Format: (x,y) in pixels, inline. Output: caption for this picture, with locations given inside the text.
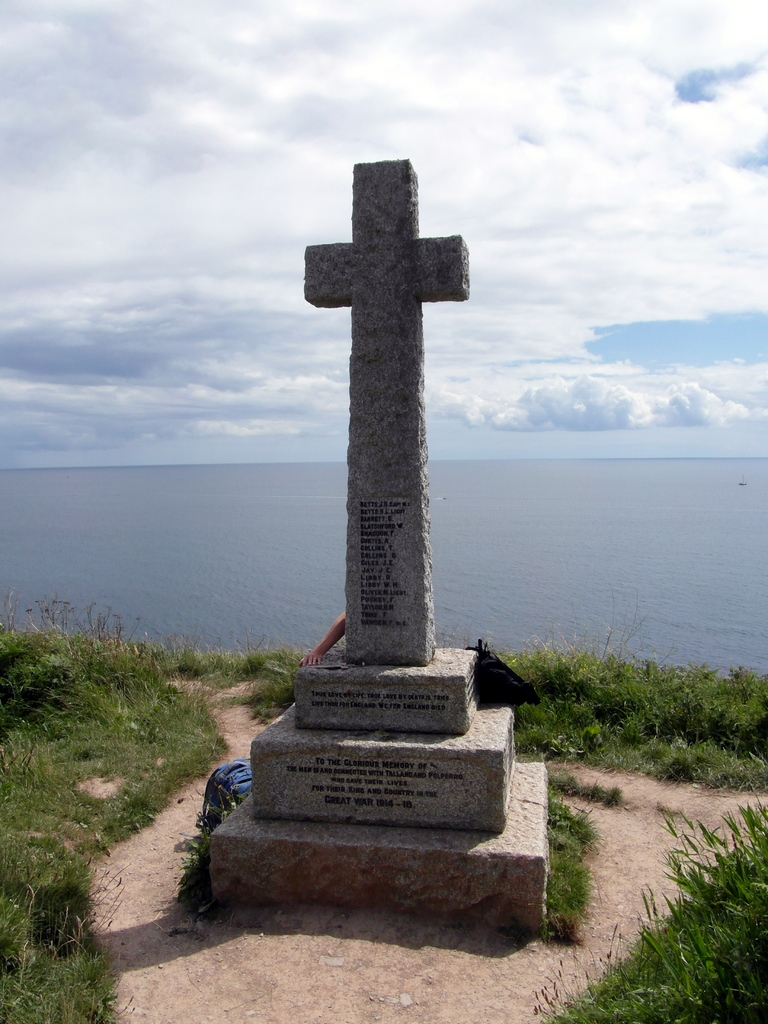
In this picture I can see there is a cross (353,288) and there is a person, bag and grass (102,694). In the backdrop (335,531) there is a sea (219,476) and the sky (307,149) is cloudy.
